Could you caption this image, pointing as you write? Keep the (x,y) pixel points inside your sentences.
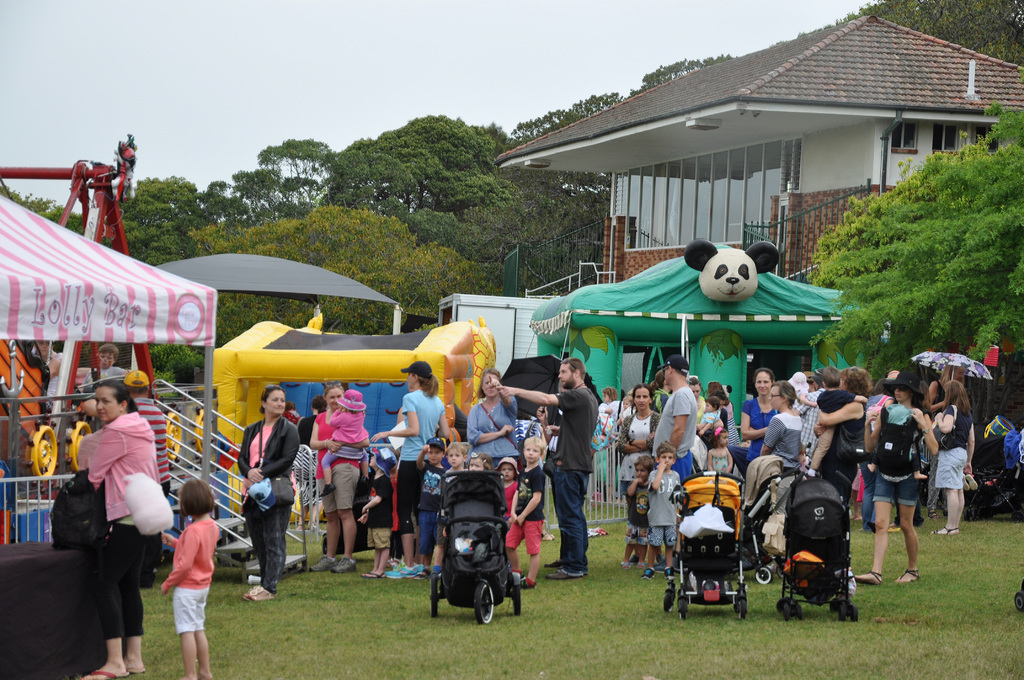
In this image in the center (539,429) there are a group of people (718,465) who are standing and there are some stores (88,303) and tents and some toys (223,448). And also there are some strollers (678,553), in the background (409,237) there are some trees (272,243), houses (656,191). At the bottom (329,628) there is grass (865,568), at the top of the image (402,75) there is sky (403,66).
